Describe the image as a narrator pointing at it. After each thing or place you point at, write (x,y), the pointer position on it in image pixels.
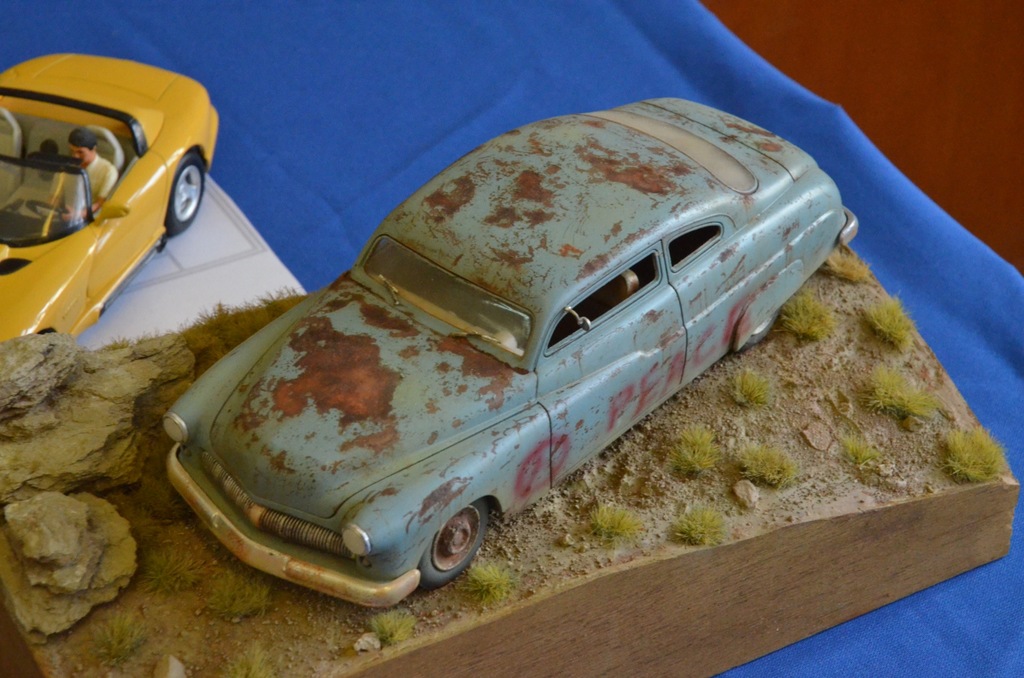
In the picture there are two car toys (356,353) kept on a blue cloth (264,154).
